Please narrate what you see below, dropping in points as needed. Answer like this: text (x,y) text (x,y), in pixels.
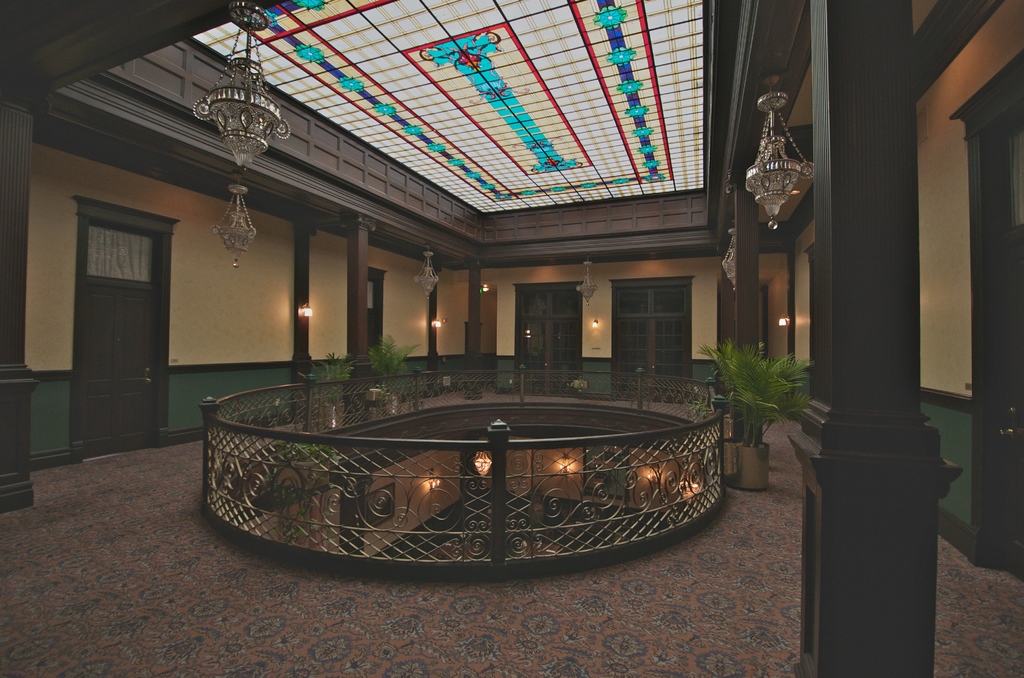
This is a picture of a building (395,480), In this image we can see some pillars (897,18), lights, doors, windows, potted plants (740,389), grille (479,497) and the wall (715,334).
